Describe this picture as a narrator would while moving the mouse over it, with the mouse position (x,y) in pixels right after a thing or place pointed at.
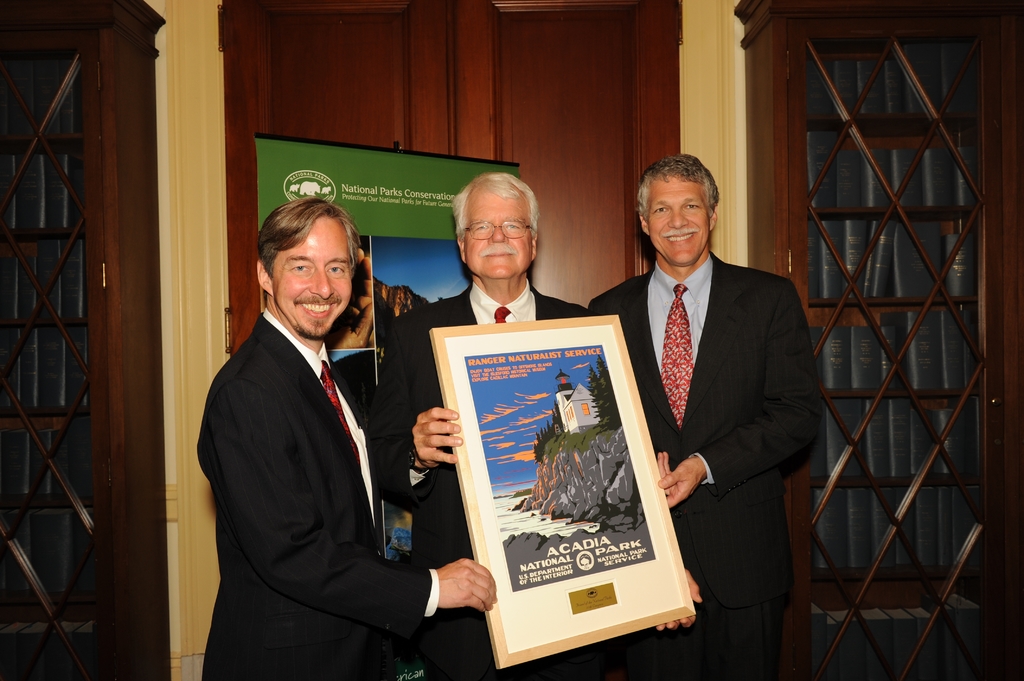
In the center of the image (482,247), we can see people (521,290) standing, smiling and holding a frame (518,433) and one of them is wearing glasses (473,226). In the background (345,78), there is a cupboard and doors (527,87).
